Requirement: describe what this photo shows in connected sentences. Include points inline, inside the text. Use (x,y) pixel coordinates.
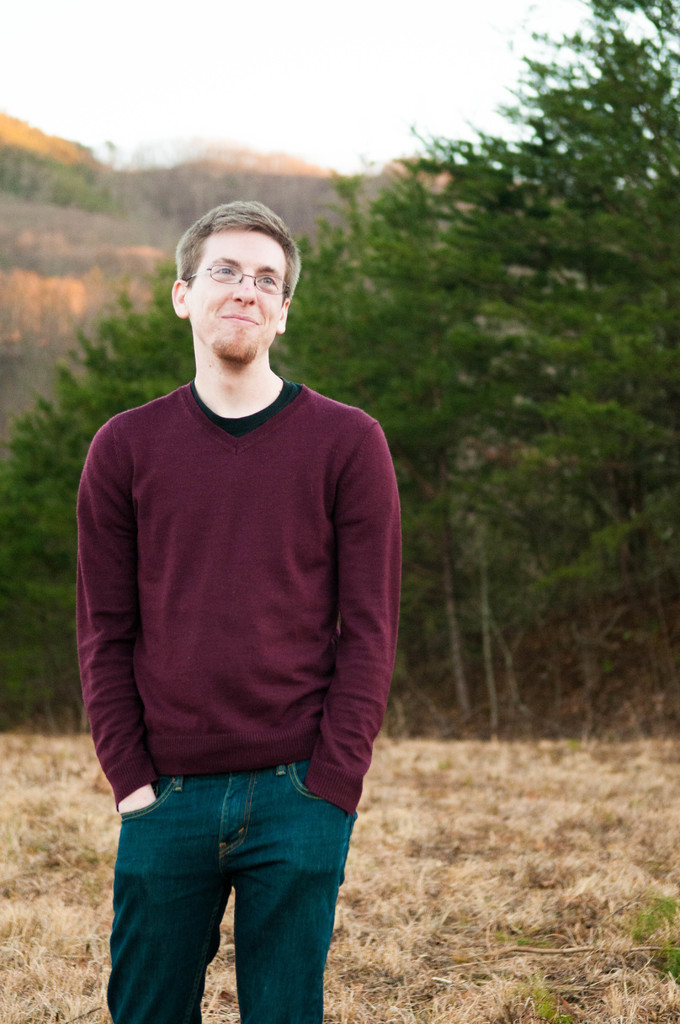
In this picture we can observe a man (192,732) standing on the land (407,878). He is wearing maroon color T shirt (209,532) and spectacles (271,280). He is smiling. There is some dried grass (451,924) on the land (58,903). In the background (526,204) there are trees (301,250) and a sky (251,94).
